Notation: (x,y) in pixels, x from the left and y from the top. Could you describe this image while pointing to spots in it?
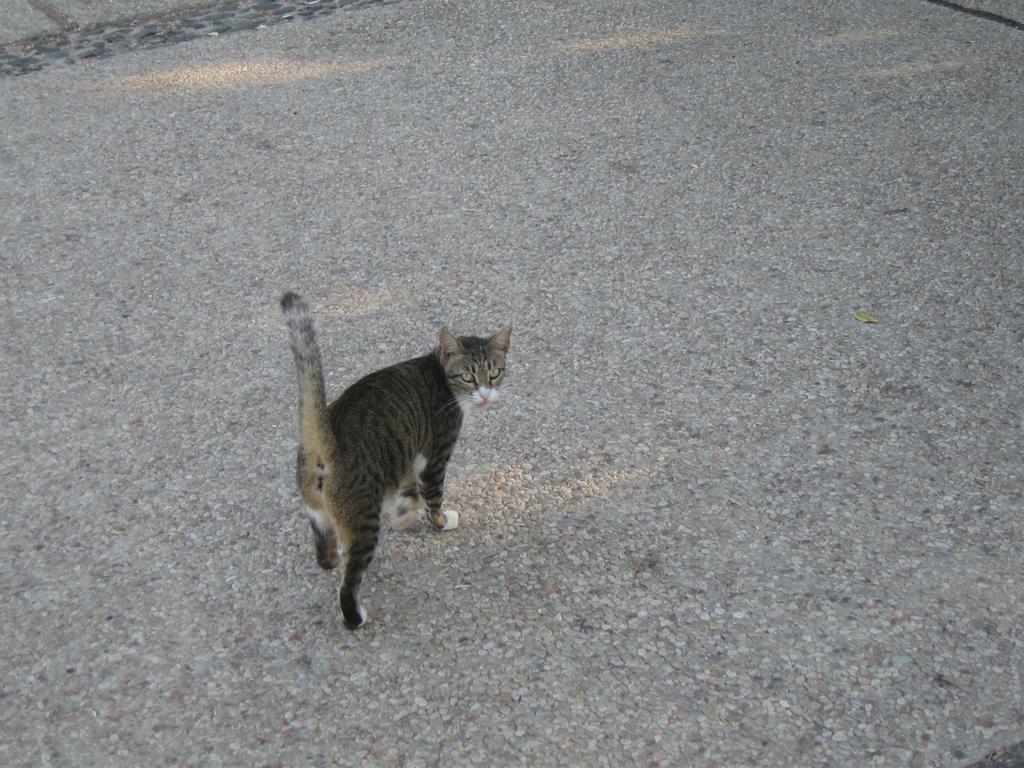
In this image we can see a cat (412,417) on the ground (485,560).
